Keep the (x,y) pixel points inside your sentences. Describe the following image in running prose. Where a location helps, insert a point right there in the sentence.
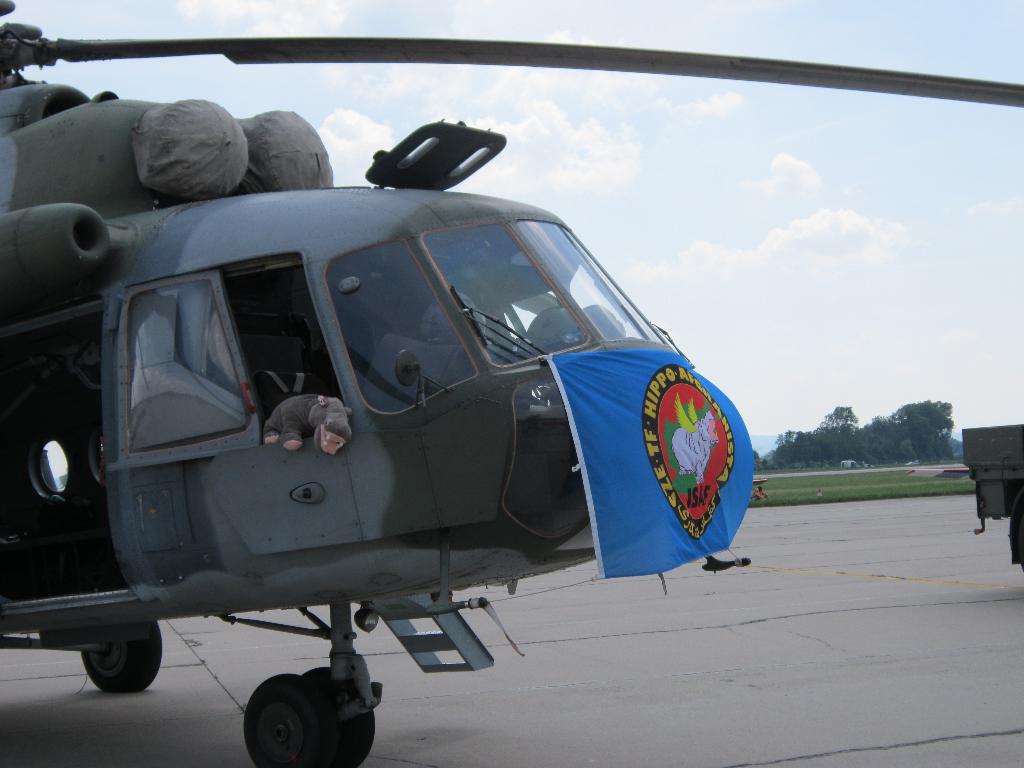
This image is taken outdoors. At the bottom of the image (741,654) there is a floor (870,539). At the top of the image (654,141) there is the sky (815,110) with clouds (884,258). In the background (830,434) there are a few trees (847,456) and plants (858,480) on the ground (843,479). On the right side of the image (991,470) there is a vehicle (987,484). On the left side of the image (221,297) there is a chopper (269,248) on the floor (401,685).
